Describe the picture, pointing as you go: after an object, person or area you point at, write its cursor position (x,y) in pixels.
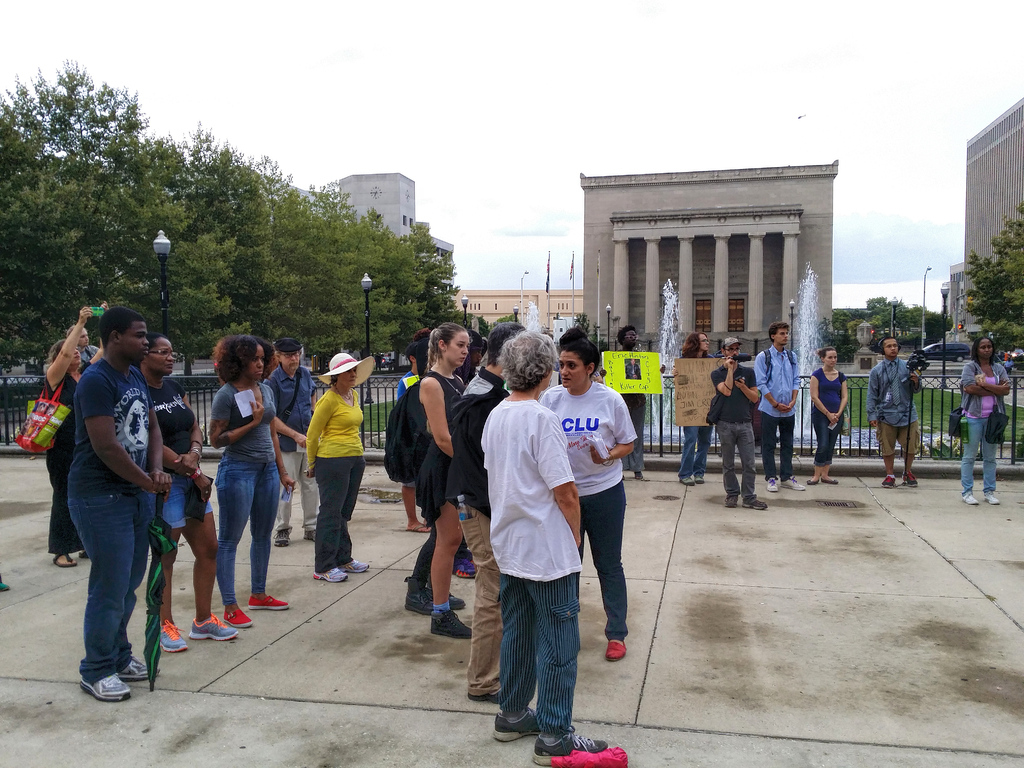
There are many people (432,416). One person (109,454) is holding an umbrella (161,583). Two persons (627,349) are holding placards (657,385). Some are holding cameras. In the back (634,323) there are buildings (806,217). And there is a building (671,267) with pillars (689,273). Also there are fountains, railings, light poles (163,299), trees (836,328). In the background (703,107) there is sky (620,113).
